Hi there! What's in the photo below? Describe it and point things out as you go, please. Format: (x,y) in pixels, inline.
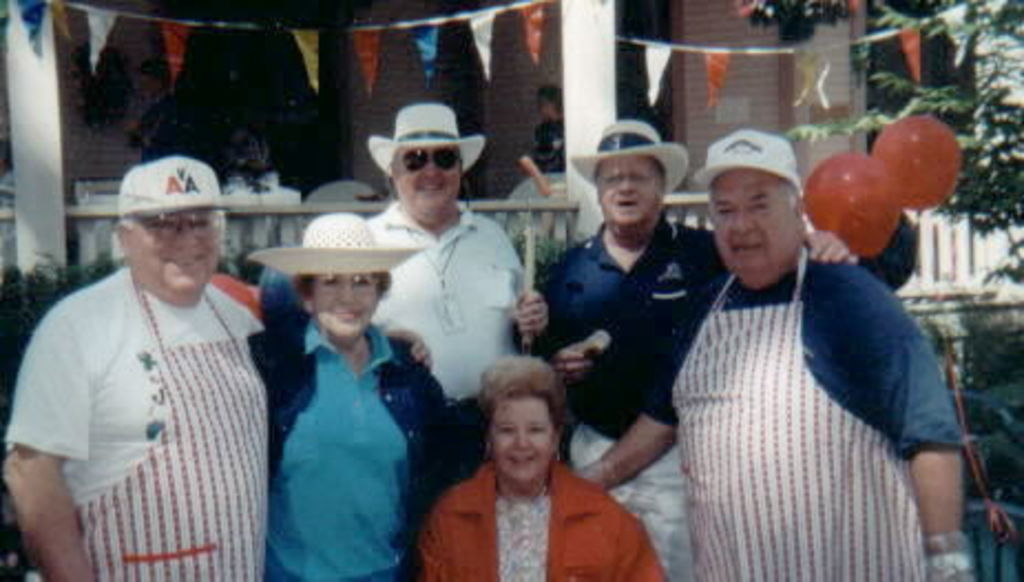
In the image there are few people (447,302) standing and there are hats (148,204) on their heads (202,220). There are two men (186,234) with aprons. And there is a man (445,210) with goggles (446,158). In front of them there is a lady (489,503) is sitting. Behind them there are small plants (62,278), railings (94,208), pillars (51,47), decorative flags (101,29), balloons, trees (957,110) and also there is a house (409,74) with walls (697,67) and windows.
